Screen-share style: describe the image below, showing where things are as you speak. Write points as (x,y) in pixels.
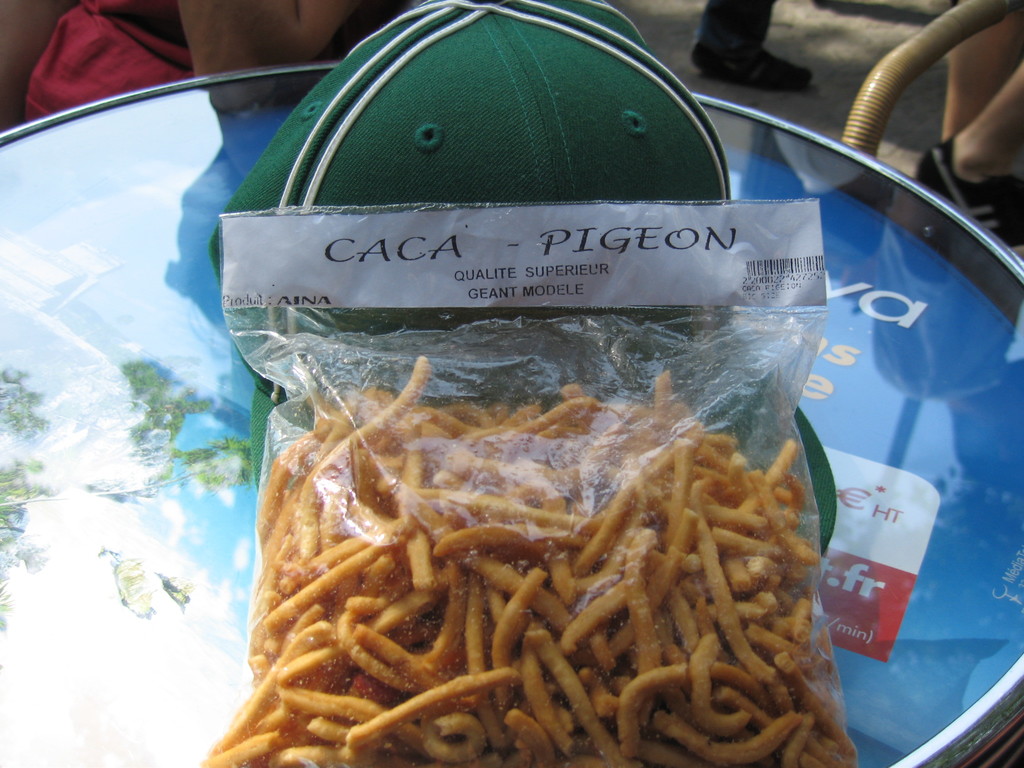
In this image I can see there are food items (533,602) that are packed in a cover (436,626) and there is a cap (557,175) in green color.
